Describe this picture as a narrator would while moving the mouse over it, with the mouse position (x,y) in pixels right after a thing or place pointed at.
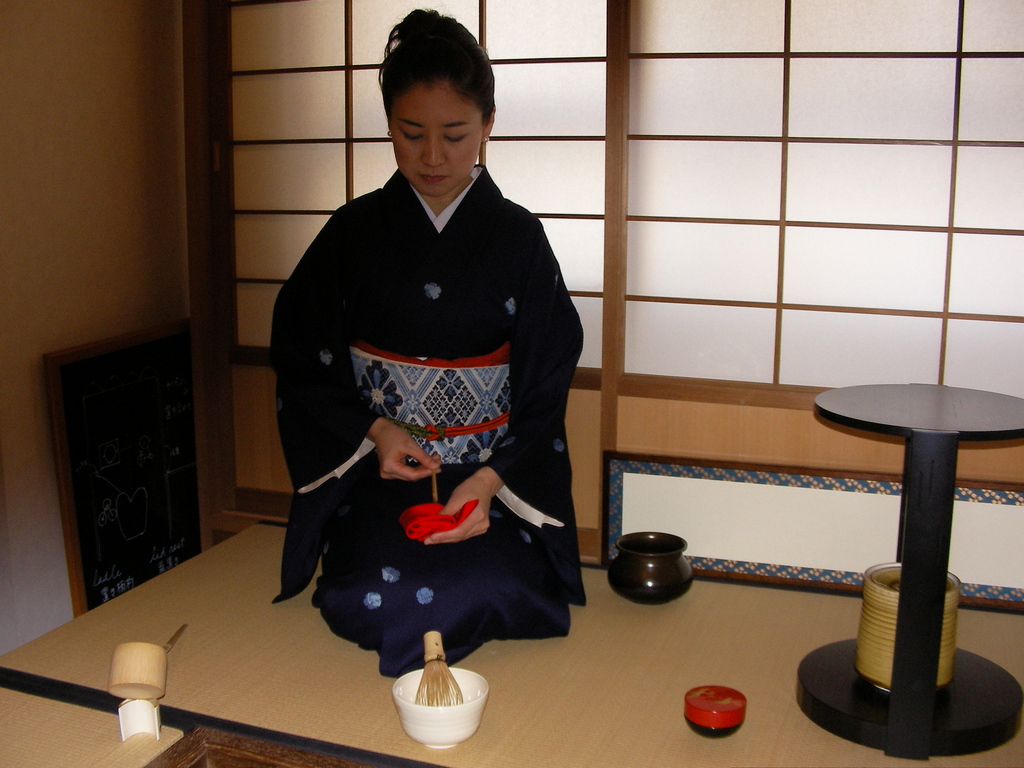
In this picture there is a wall (103,212) and there is a window (255,173) and a woman (362,233) is wearing blue colour kimono (386,269) kneeling in front of the window (270,182). she is doing some work with her hands (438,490). There is a cloth (410,513) in her hands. There is a white bowl (475,691) on the mat (496,679), there is another bowl (644,576) with brown colour and there is another red colour bowl (732,715) on the mat (592,716).
